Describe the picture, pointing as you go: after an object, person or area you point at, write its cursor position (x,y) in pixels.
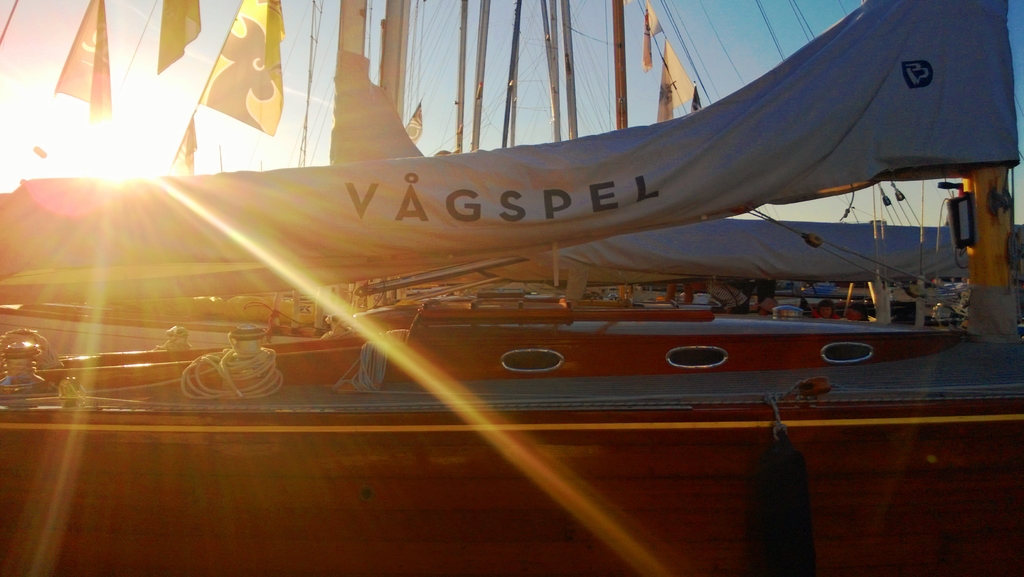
In this image in the front (587,383) there is a boat (534,429) and on the boat (396,391) there are ropes (356,384) and there is a banner (508,206). In the background (366,105) there are flags (253,65) and there is a curtain (745,255) which is white in colour and there are persons (739,288).
